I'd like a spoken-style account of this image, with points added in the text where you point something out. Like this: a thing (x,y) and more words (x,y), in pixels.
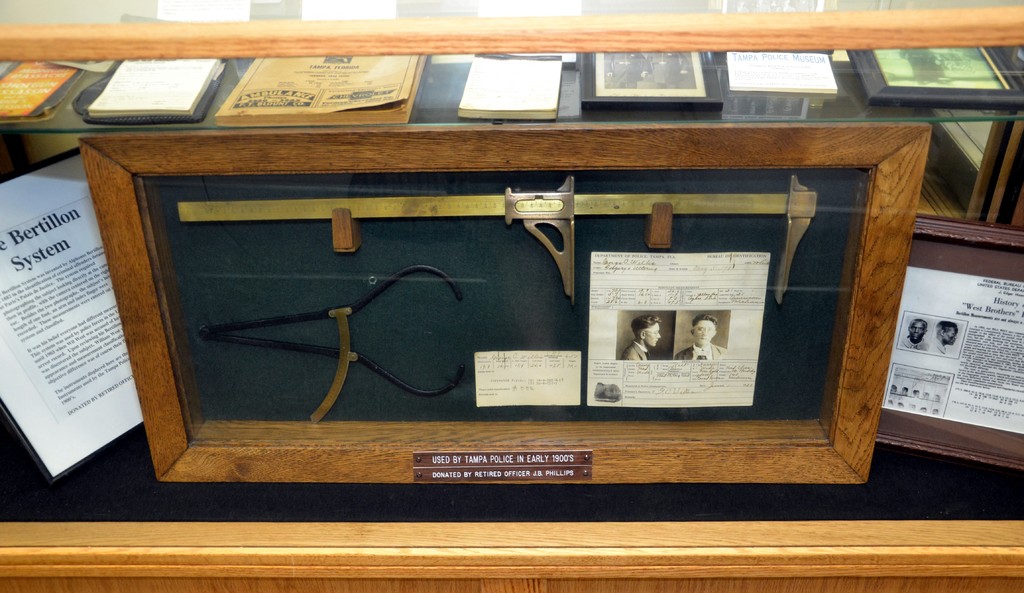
Here we can see a Vernier caliper scale (779,212) and various books (106,109) placed.
